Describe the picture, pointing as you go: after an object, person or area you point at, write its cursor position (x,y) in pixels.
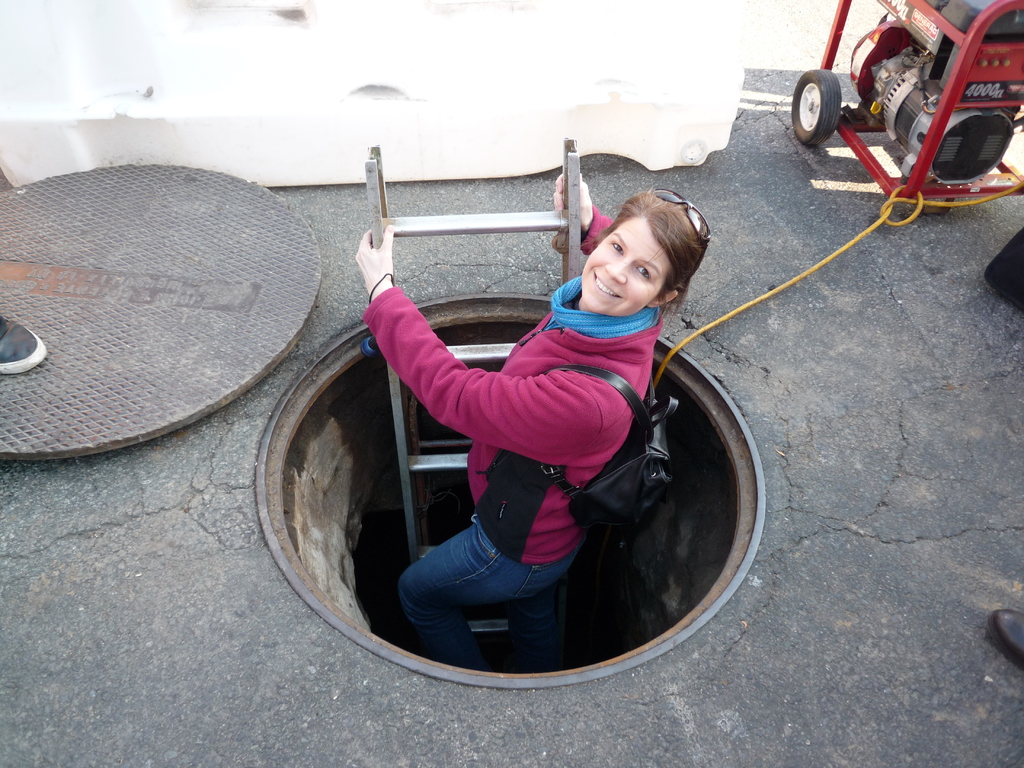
In the picture there is a manhole (340,490) and there is a woman (410,310) standing on a ladder (447,463) inside the manhole (440,489), she is wearing a black bag (601,372) and goggles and pink sweater (532,361), on the ground (730,389) above the manhole (676,429) there is a machine (926,129) and there is a rope (760,299) sent into the manhole (737,442).
